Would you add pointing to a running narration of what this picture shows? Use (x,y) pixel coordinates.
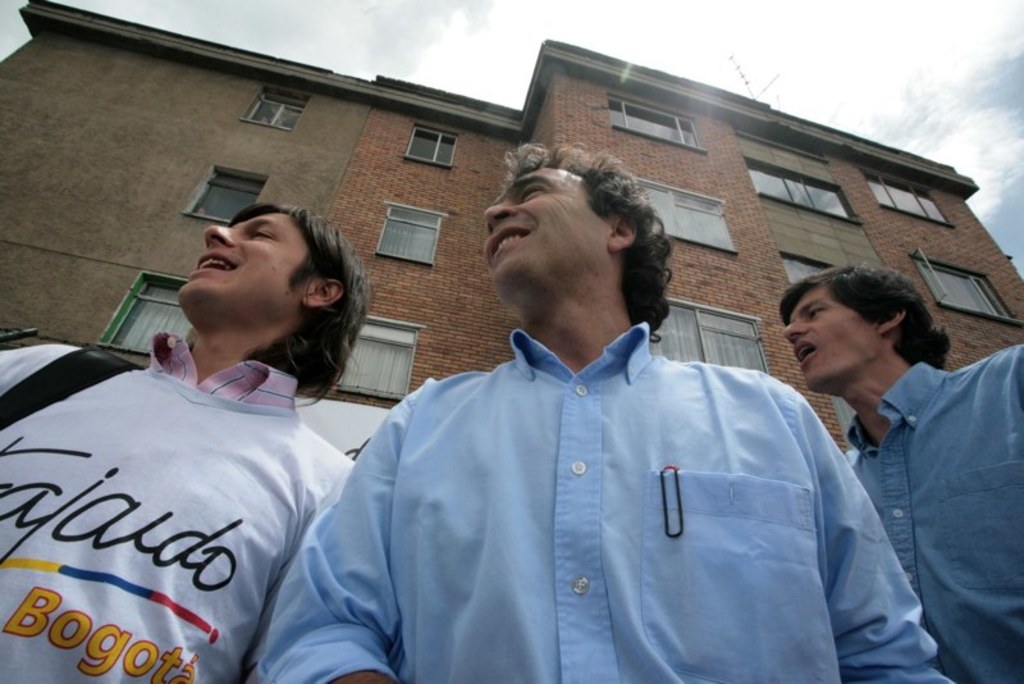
In this image there are three people (687,514) standing, in the background (948,224) there is a building (936,259) and the sky (938,147).
